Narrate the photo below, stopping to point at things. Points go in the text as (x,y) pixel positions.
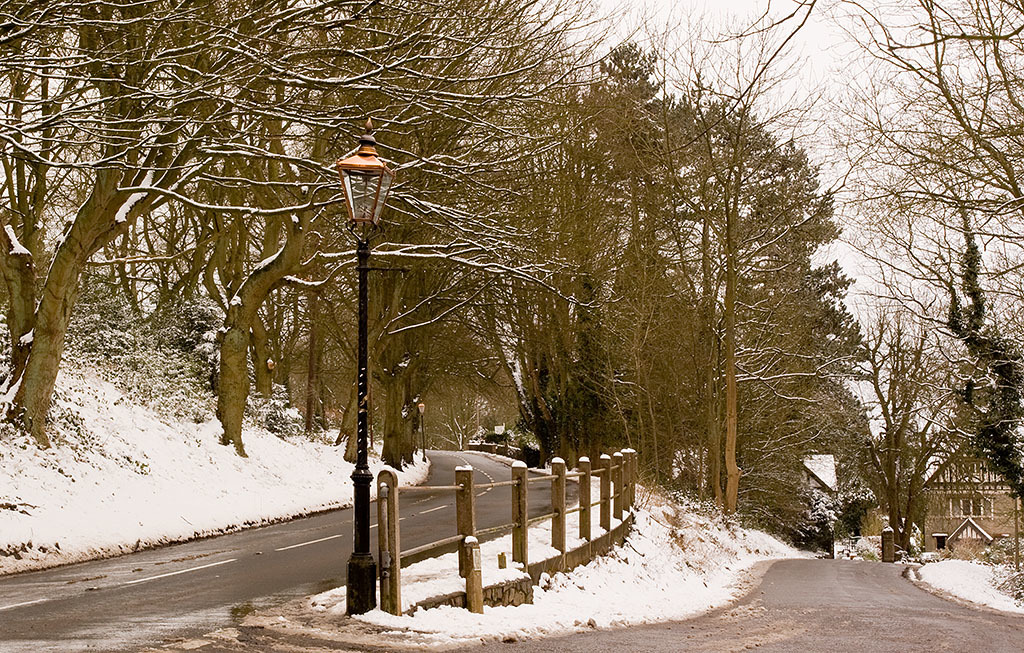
In this picture we can see trees (682,144), road (459,453), wooden fence (521,543). Far we can see a house (937,510). We can see the snow (600,574) on the ground (242,457). There is a light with a pole (356,484).
